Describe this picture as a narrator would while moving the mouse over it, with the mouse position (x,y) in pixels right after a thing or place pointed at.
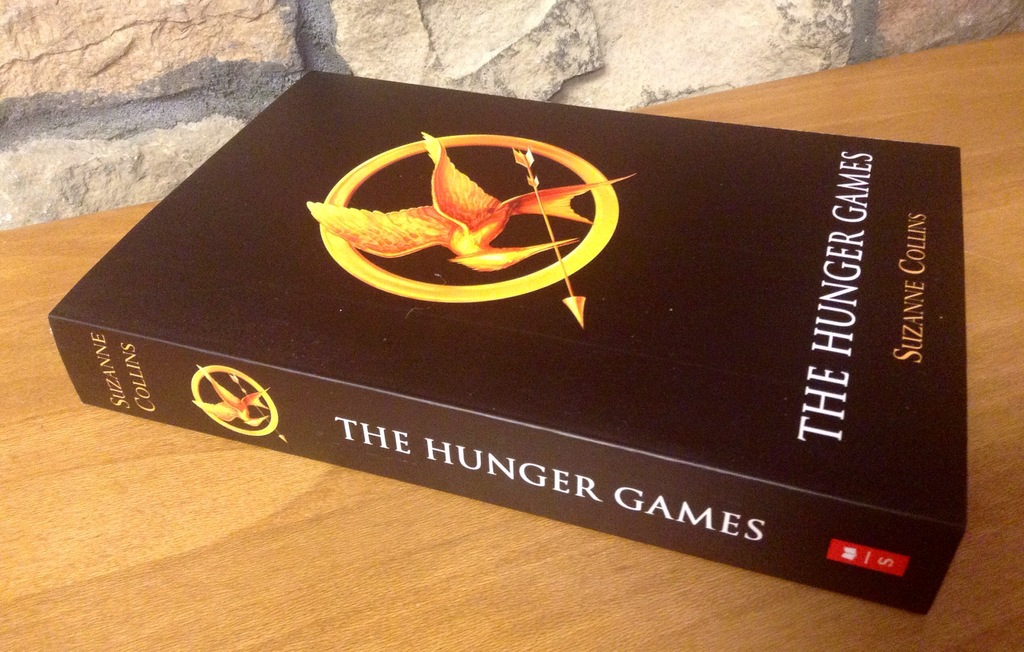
In this picture we can observe a black color book (431,355) placed on the cream color table (457,549). We can observe white color words (366,431) on the book (431,393). In the background (151,109) there is a wall (277,45).
